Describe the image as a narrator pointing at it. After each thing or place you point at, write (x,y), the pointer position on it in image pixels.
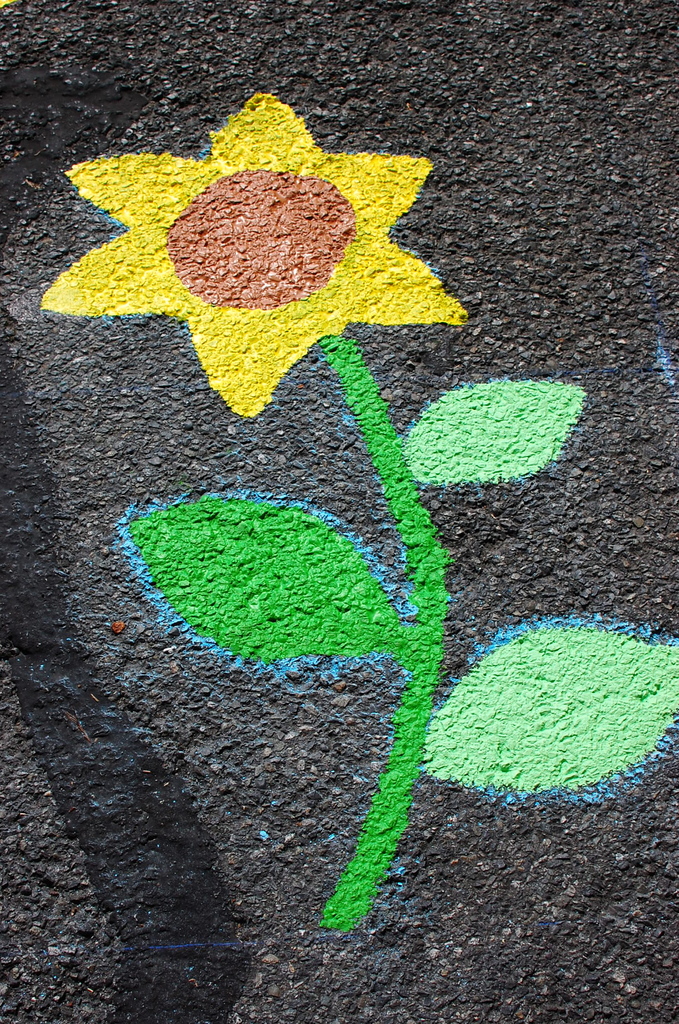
In this picture I can observe a painting (220,239) of a flower (265,396) on the road (100,526). This painting (223,372) is in yellow, green and red color. The background (507,242) is in black color.
